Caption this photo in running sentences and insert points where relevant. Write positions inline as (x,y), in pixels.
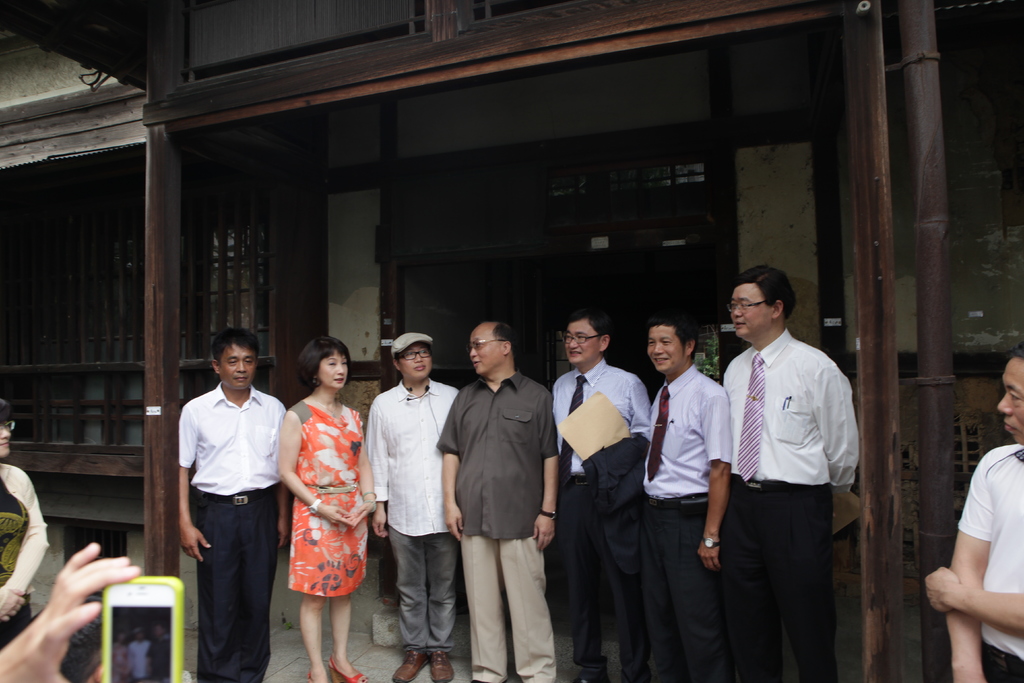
In the center of the image (498,430) we can see some people (433,343) are standing and a man (565,475) is holding a coat (638,470), file (581,433). In the background of the image (926,5) we can see the windows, poles (726,189). On the left side of the image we can see a lady (42,541) is standing. On the right side of the image (970,526) we can see a man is standing. In the bottom left corner (121,577) we can see a person's hand (34,642) and holding a mobile (174,638). At the bottom of the image (359,638) we can see the floor (611,653). At the top of the image (539,52) we can see the roof (624,50).
